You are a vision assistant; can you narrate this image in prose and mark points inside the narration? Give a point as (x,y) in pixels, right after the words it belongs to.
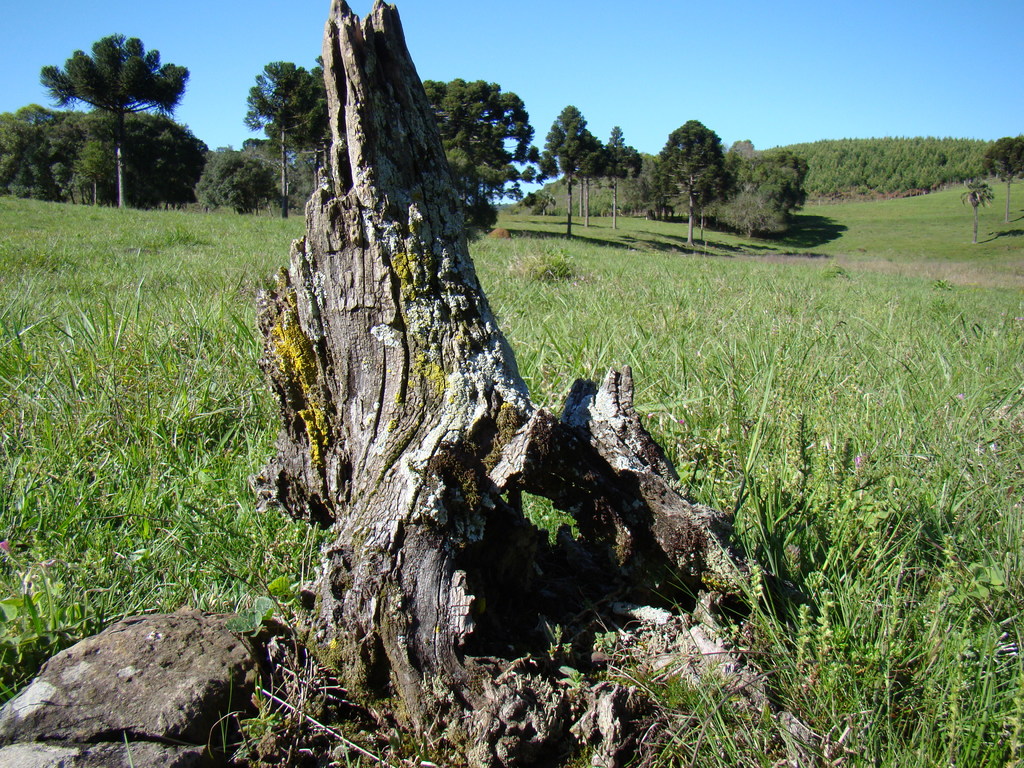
There is a piece of wood (310,446). On the ground (716,362) there is grass (715,353). In the back (162,79) there are trees (559,132) and sky (577,33).
